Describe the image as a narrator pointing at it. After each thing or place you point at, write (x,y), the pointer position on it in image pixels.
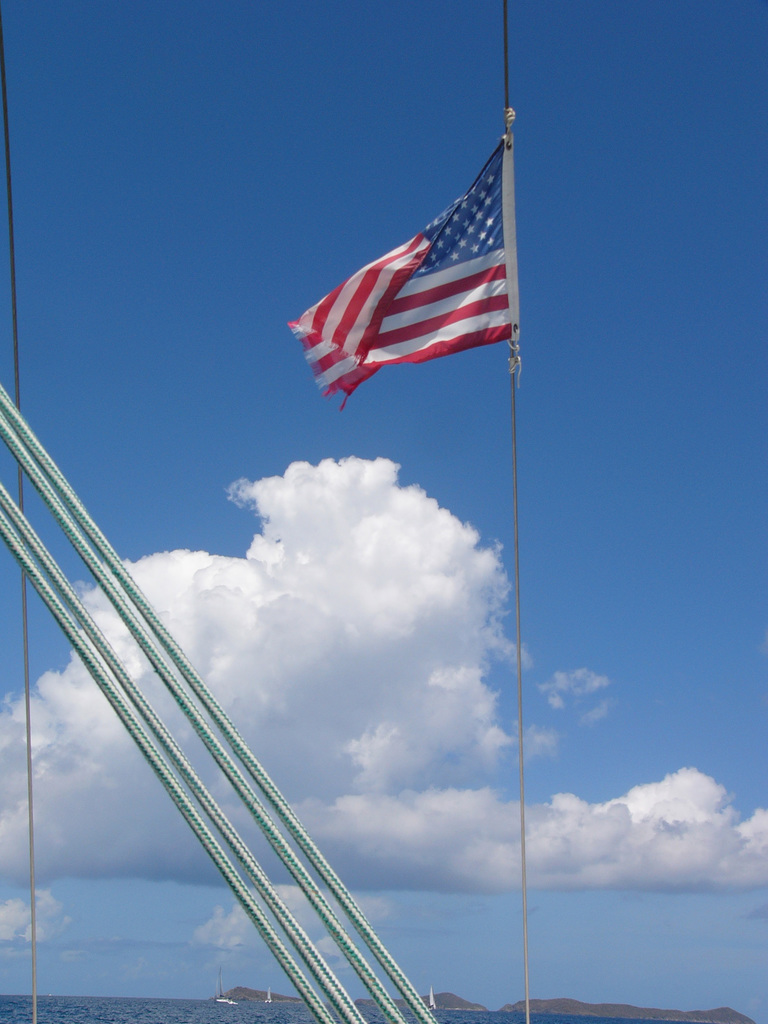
In this image, we can see poles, ropes (245,791) and a flag (324,310). At the bottom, there is water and at the top (197,235), there are clouds (314,617) in the sky (194,146).
